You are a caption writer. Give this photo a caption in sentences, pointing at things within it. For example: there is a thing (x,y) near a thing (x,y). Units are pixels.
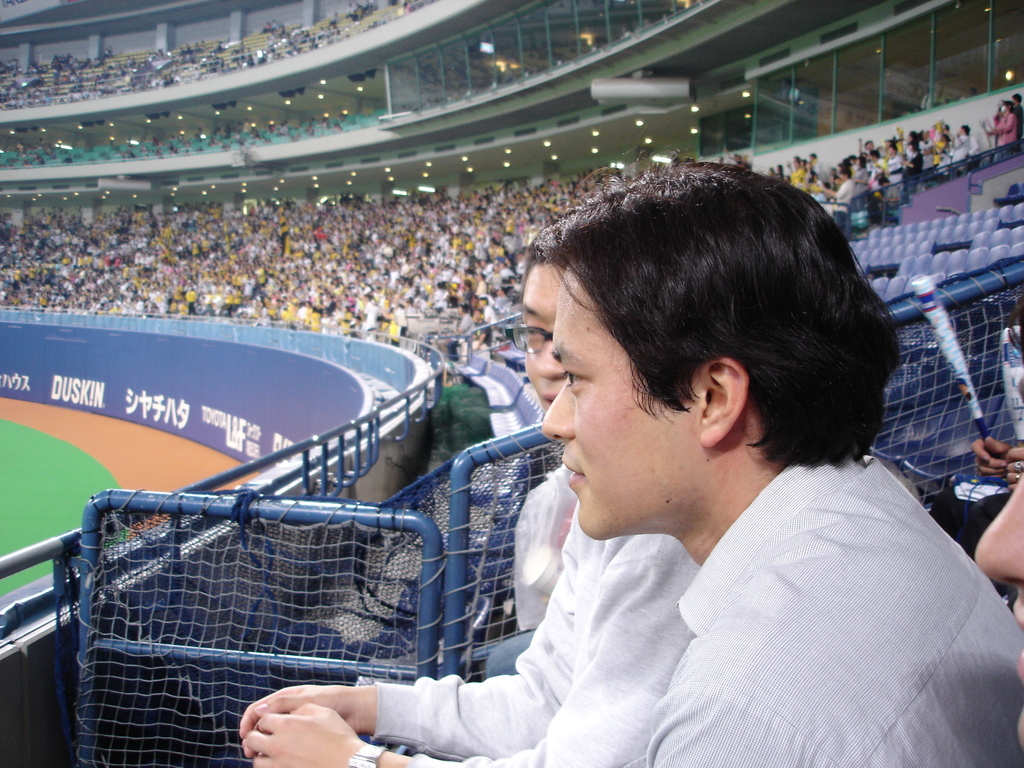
In the foreground of the image (647,219) there are two persons (658,225) wearing white color shirt (581,616). In the background of the image (274,265) there are people (289,219) sitting in stands (196,315). There is a net (447,478).
